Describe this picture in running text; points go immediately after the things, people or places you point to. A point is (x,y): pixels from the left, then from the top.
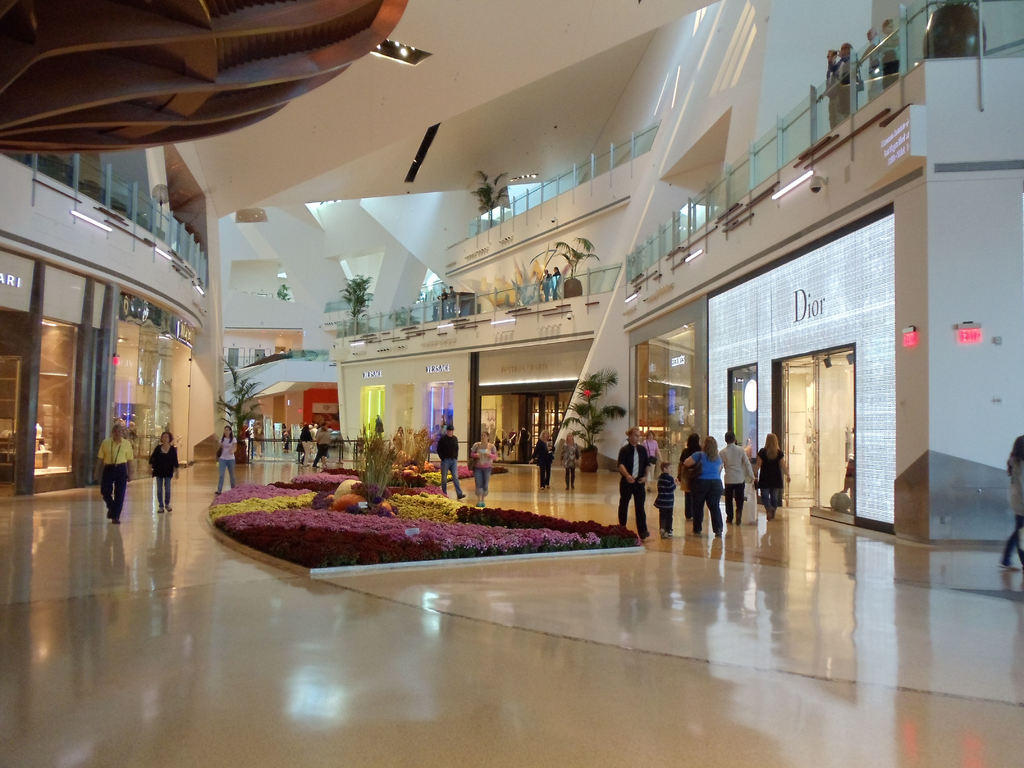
This picture might be taken in a mall (403,448), in this image there are some persons (747,486) walking and on the right side (850,317) and left side (87,365) there are some stores (464,365) and glass doors (551,409). On the doors (539,425) there is some text (10,279), and at the top (468,225) there is a railing (513,213) and some plants (485,187) and also there are some lights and wall (352,238). In the center (418,500) there are some plants (374,517), at the bottom (168,665) there is floor (726,665).
